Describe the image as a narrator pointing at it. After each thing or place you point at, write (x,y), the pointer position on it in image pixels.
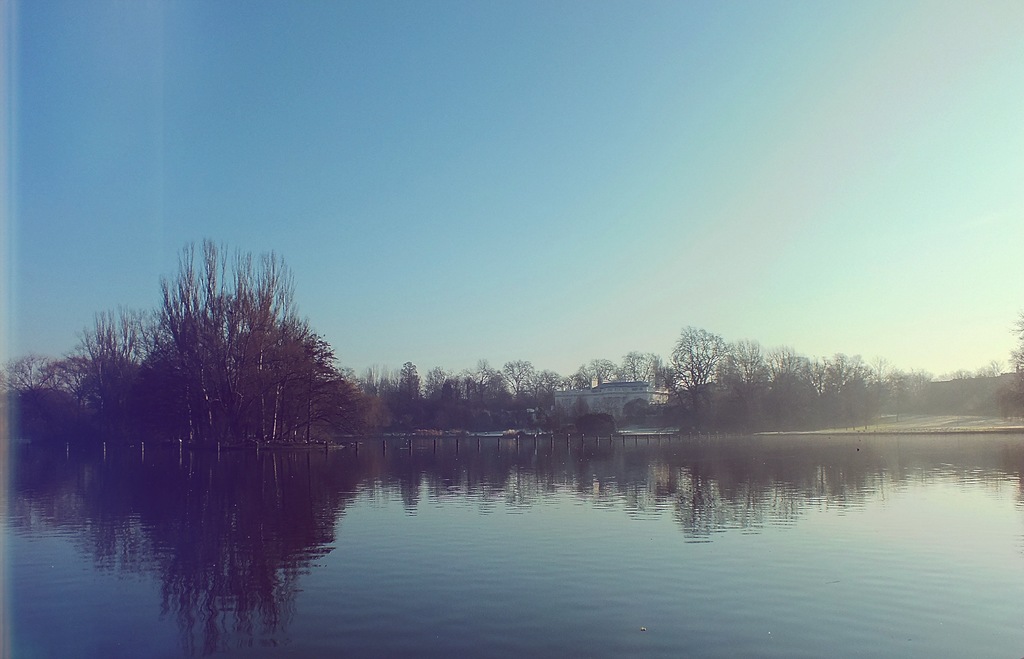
In this picture we can see few poles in the water (509,531), in the background (223,376) we can find few trees (472,396) and a house (603,401).
